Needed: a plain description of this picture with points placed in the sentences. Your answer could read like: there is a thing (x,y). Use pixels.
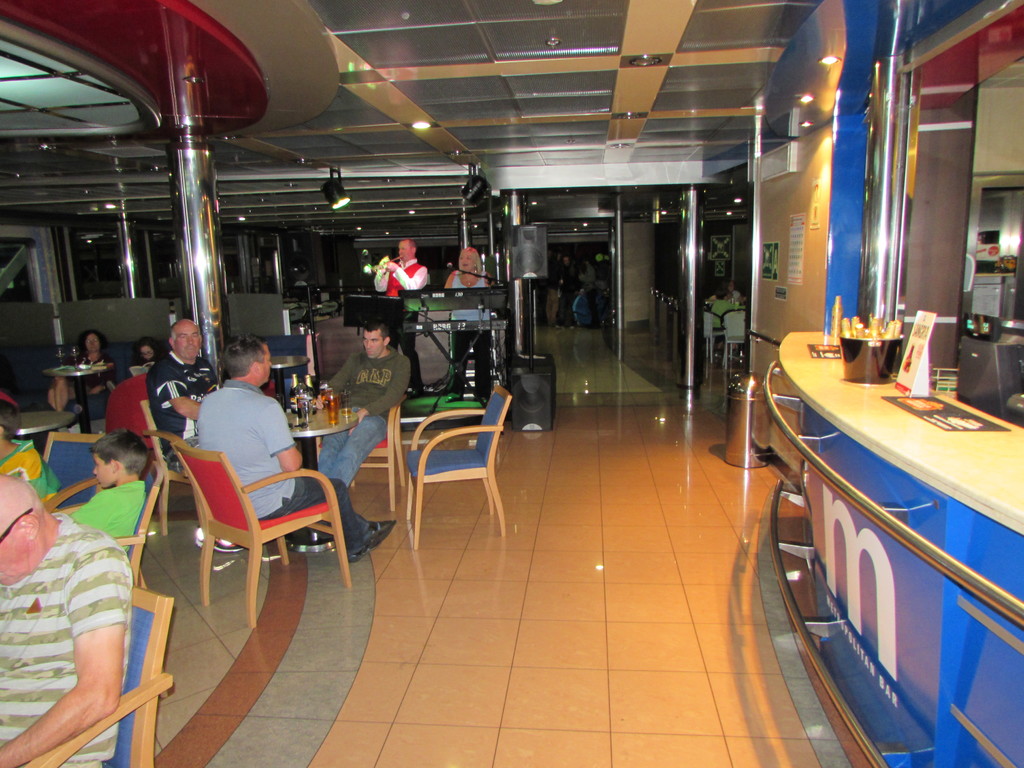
There are group of people (145,456) sitting in the left corner (127,479) and there are two persons (473,263) playing music behind them and there is a counter (904,446) in the right corner (924,447).
